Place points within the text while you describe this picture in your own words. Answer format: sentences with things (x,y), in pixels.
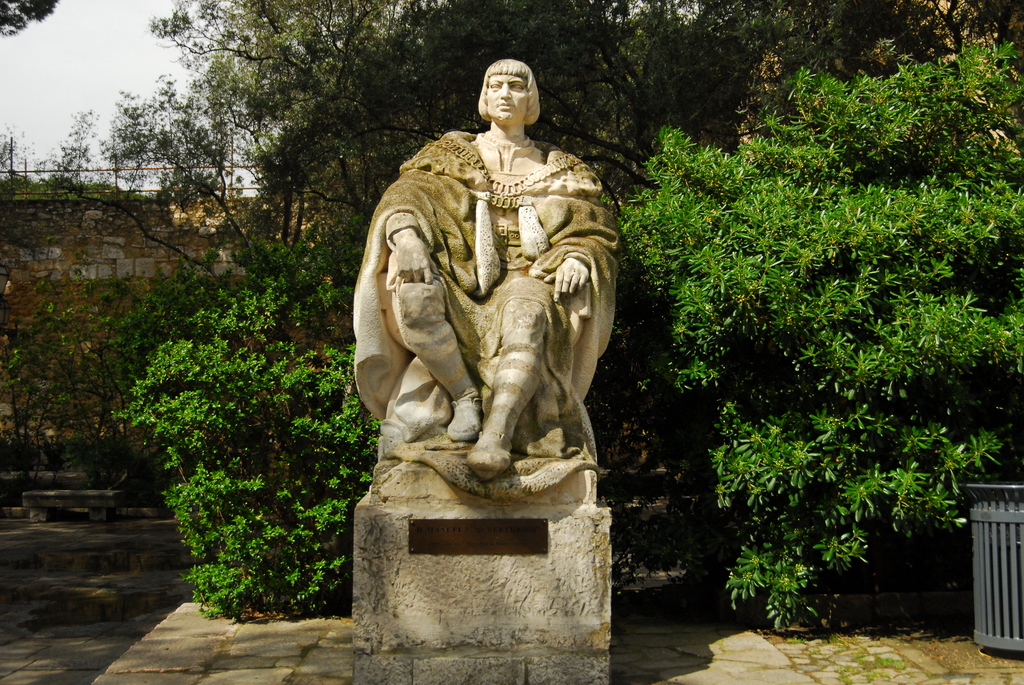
In this image we can see a statue (531,313), we can see dustbin (1000,559), trees (967,451), stonewall (181,234) and the sky (54,38) in the background (192,184).
